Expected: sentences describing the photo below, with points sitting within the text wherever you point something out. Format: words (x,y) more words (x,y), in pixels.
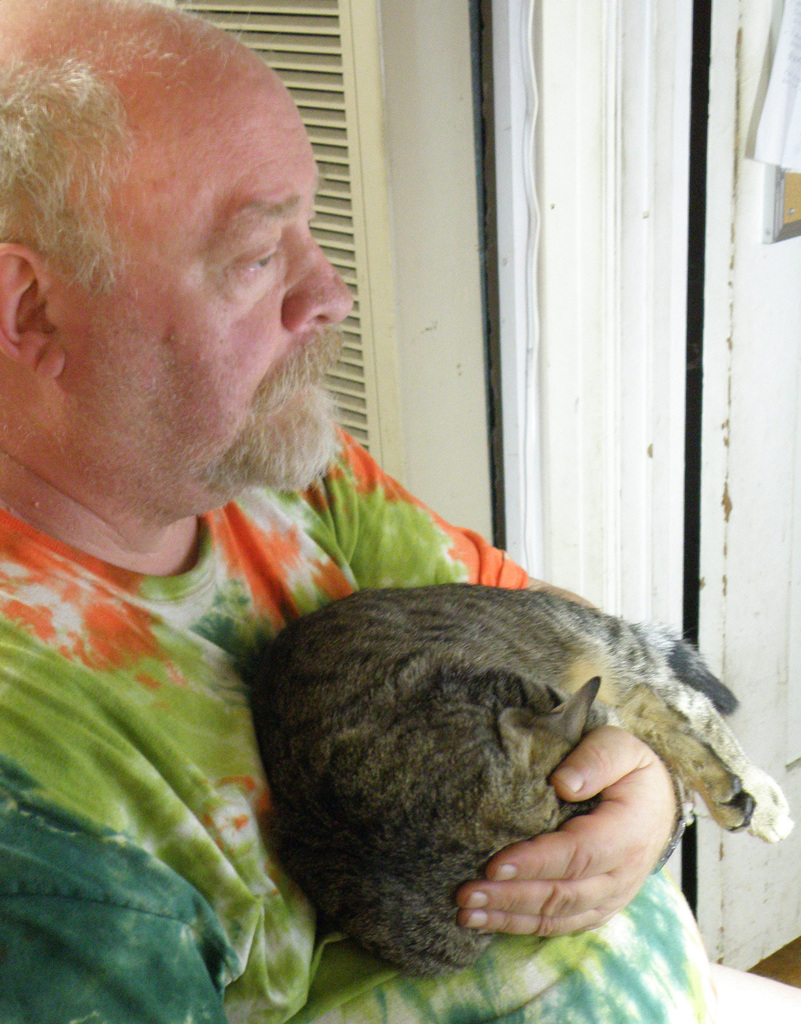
In the image there is an old man (263,636) holding a cat (513,726) in his hand (610,802), he wear a cool t shirt (180,773) he is staring at something. In the background (718,191) there is a door (718,320).
